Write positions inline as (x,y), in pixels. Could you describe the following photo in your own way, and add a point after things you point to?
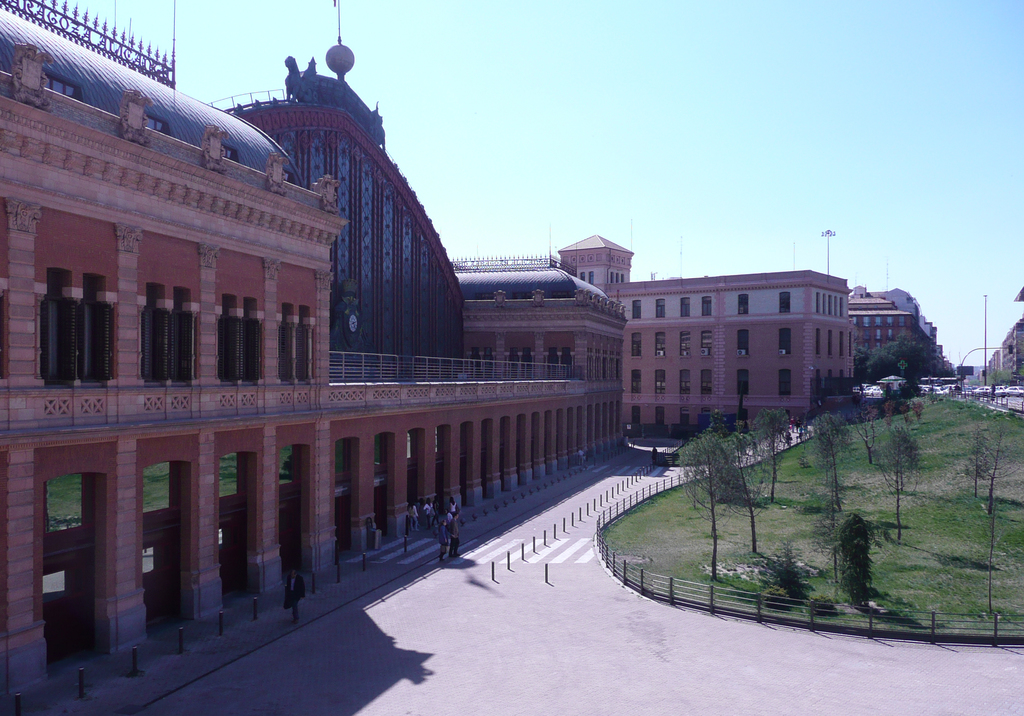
In this image there is grassland (904,535) having few trees (799,570) surrounded by fence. Few persons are walking on the road (475,562). A person (296,615) is walking on the pavement (74,696) having poles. Right side (1000,393) there are few vehicles (982,393) on the road (1012,400). Background (1018,368) there are few buildings (620,363). Top of image (694,107) there is sky (590,135).
